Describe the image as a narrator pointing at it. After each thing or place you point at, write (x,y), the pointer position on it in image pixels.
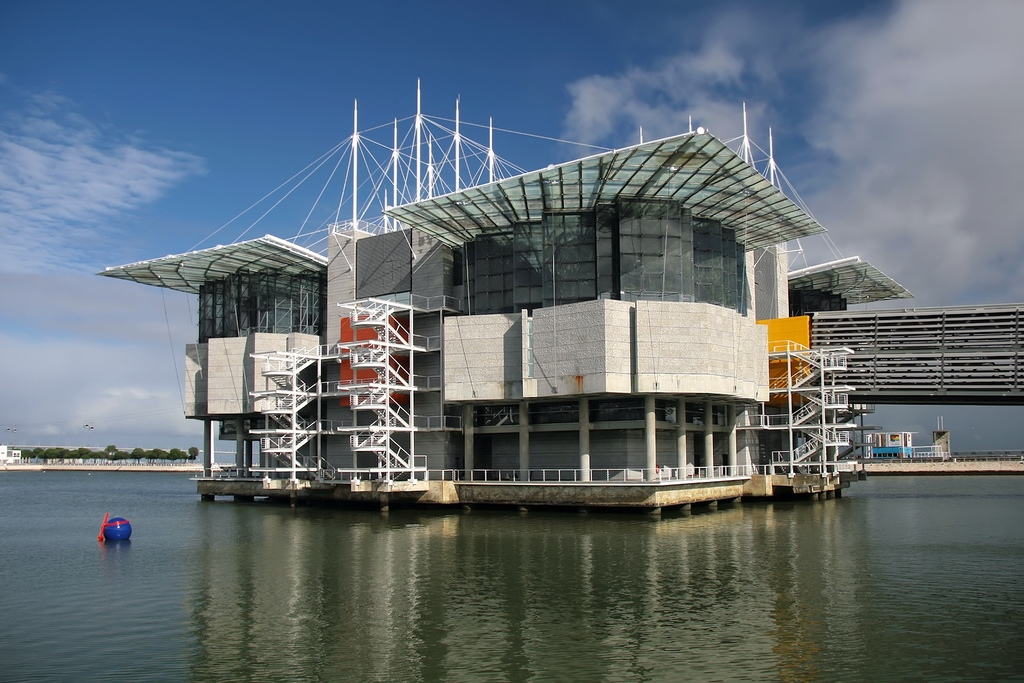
There is water (587,599). In the water (621,551) there is a building (508,429) with pillars (652,434), staircases (403,426), poles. In the background (363,172) there is sky (54,391) and trees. In the water (102,509) there is a blue color thing (123,521).
